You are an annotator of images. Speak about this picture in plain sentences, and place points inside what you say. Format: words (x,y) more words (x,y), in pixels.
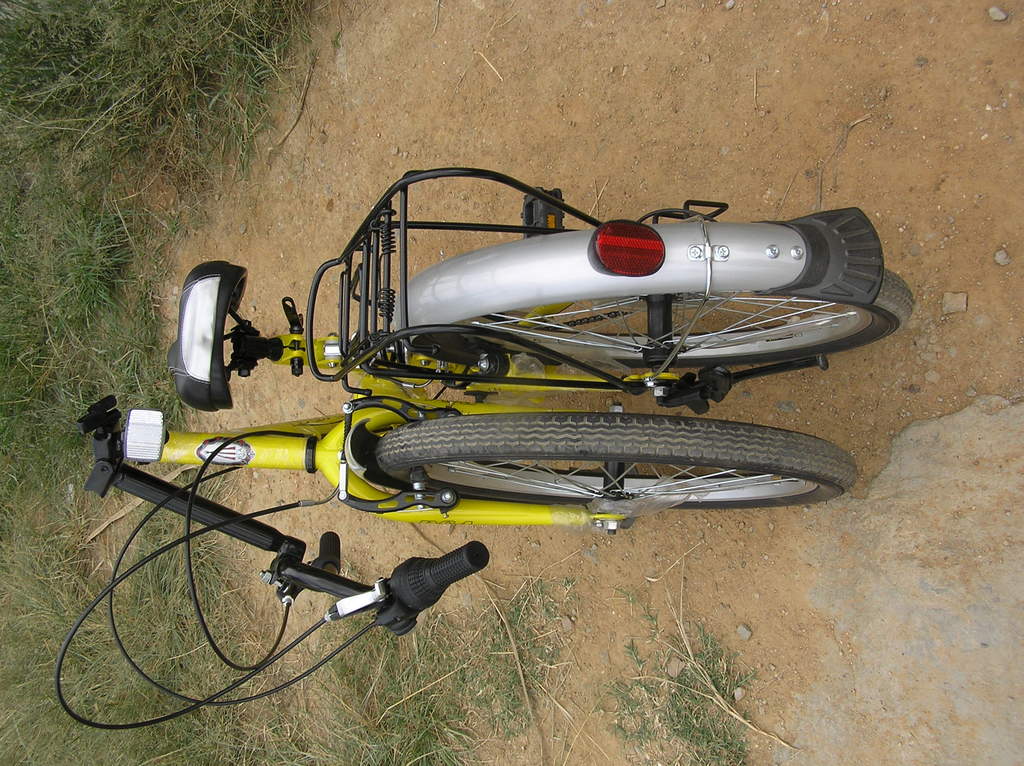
In this image there is a land (325,180) on that land (193,58) there is bicycle (521,374).
